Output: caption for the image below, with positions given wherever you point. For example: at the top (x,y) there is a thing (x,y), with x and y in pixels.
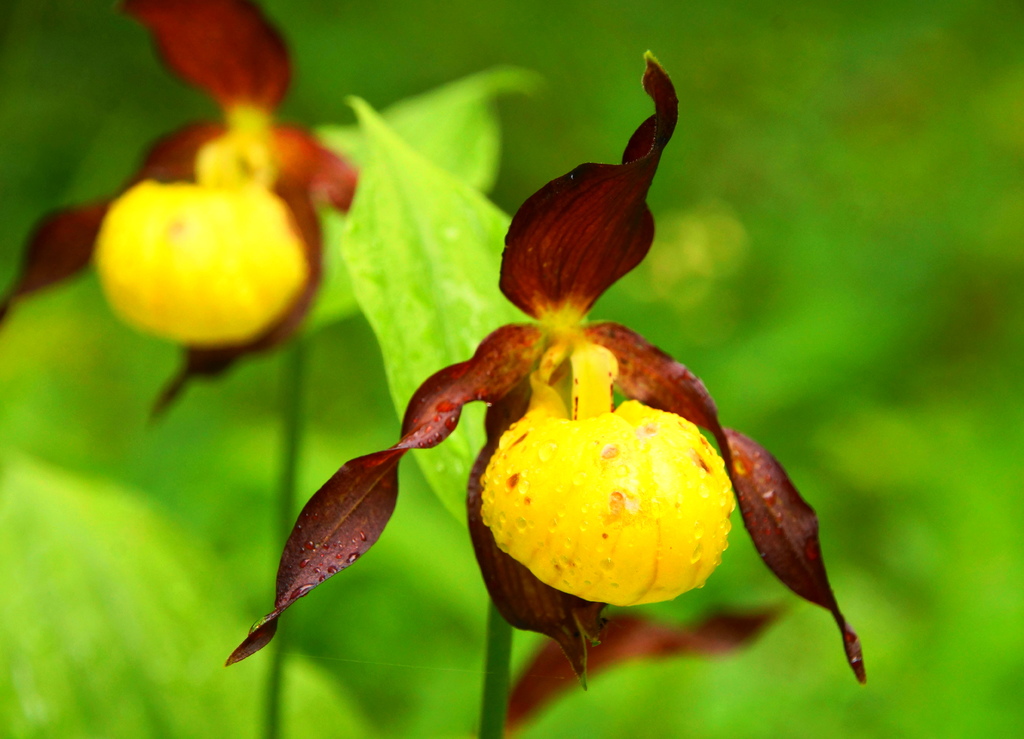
In this image we can see two yellow and brown color flowers (240,246). In the background (225,540) it is green and blur.
